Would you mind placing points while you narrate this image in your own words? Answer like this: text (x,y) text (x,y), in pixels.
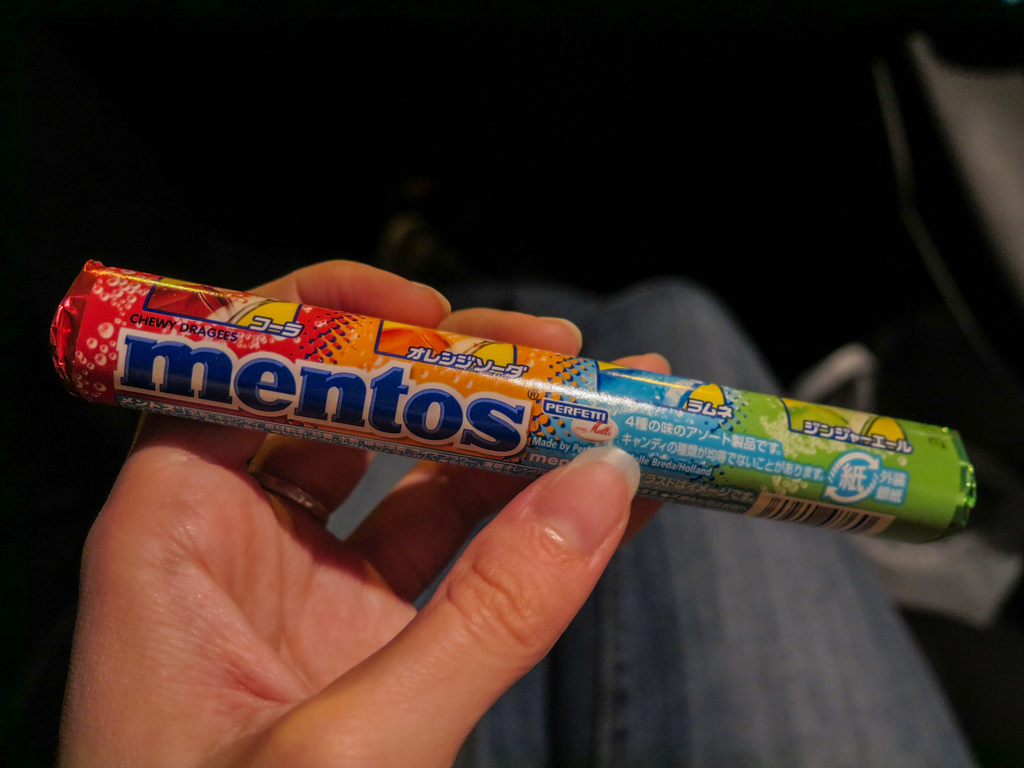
As we can see in the image there is a person (425,681) holding mentos (581,400).
